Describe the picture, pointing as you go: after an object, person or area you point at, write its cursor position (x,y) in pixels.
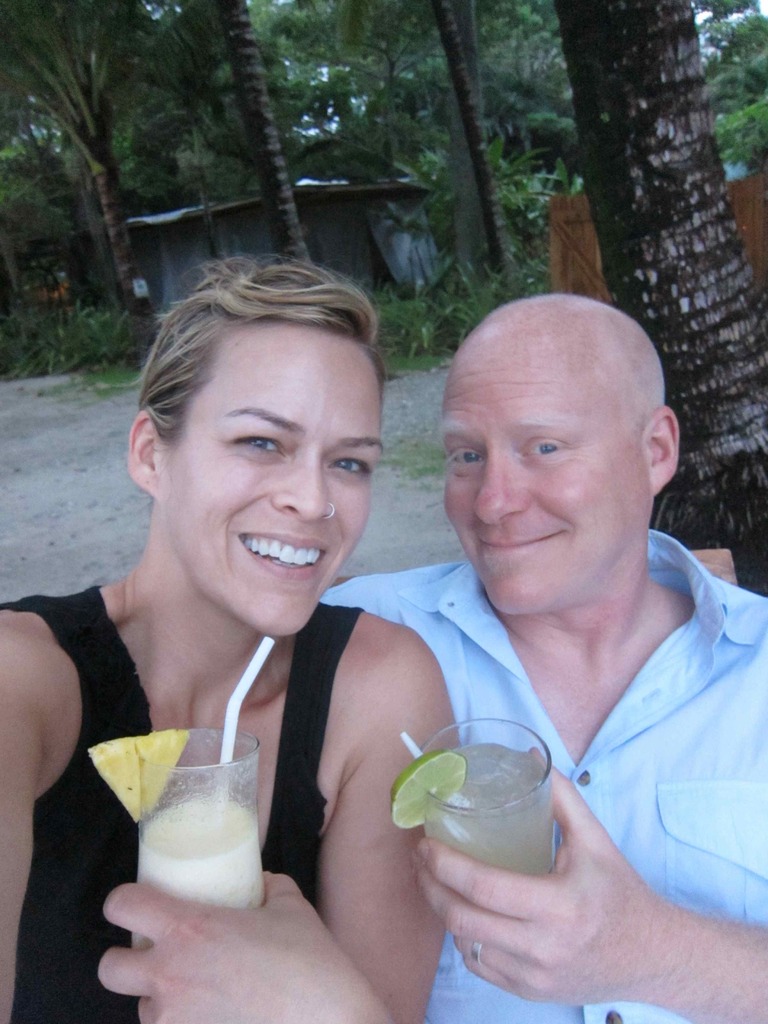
In this picture we can see two persons (546,658) sitting and holding glasses (186,827), behind we can see house (347,229) and trees (250,194).
